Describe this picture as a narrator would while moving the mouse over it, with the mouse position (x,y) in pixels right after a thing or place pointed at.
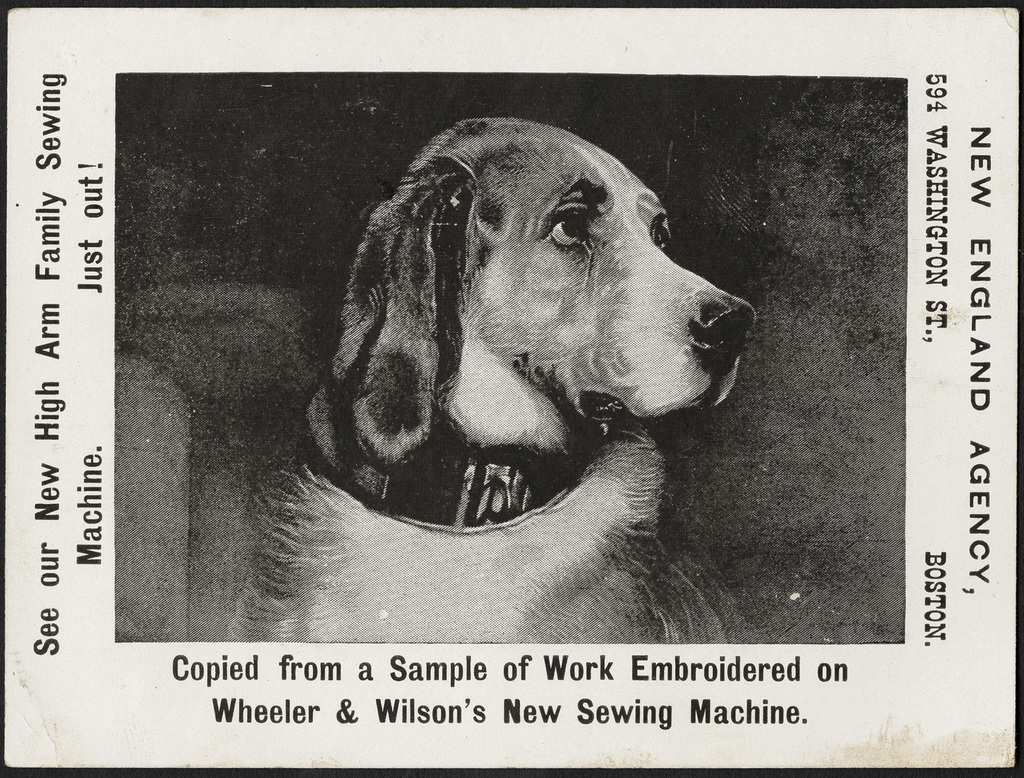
In this image we can see a paper (793,598). In the center (448,316) there is a dog (432,535) and we can see text (760,715).
